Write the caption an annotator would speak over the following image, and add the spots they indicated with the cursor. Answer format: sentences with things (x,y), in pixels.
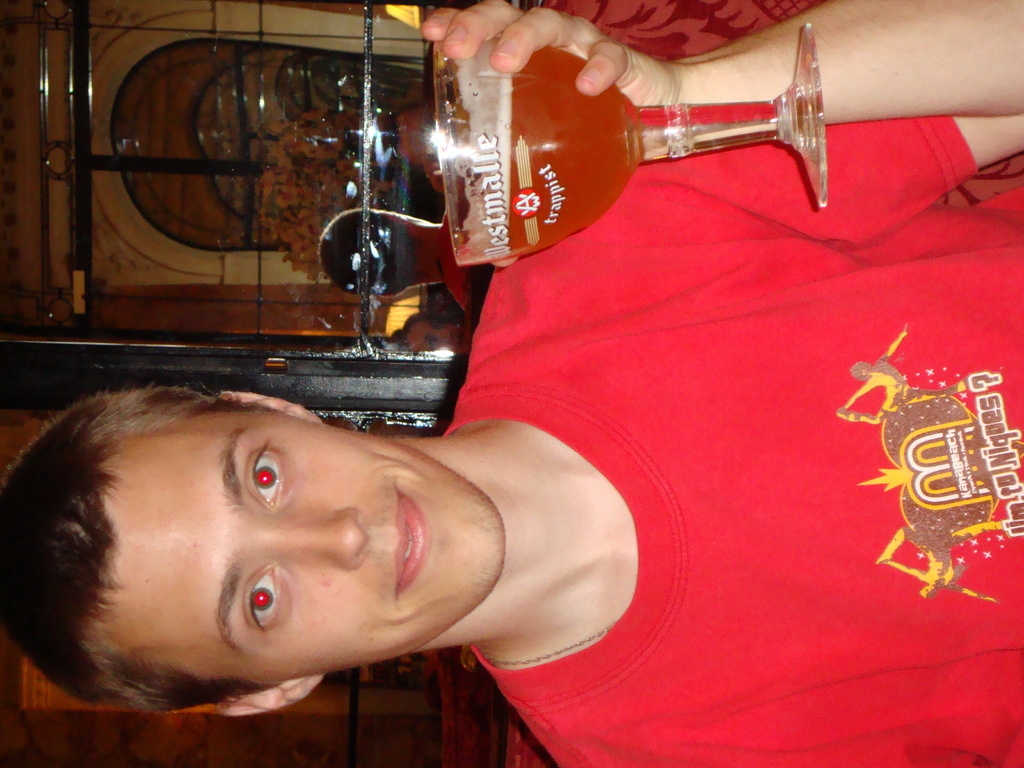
In this picture I can see a man (557,269) holding a glass (604,146) in his hand (671,86) and I can see he wore a red color t-shirt (667,517).
